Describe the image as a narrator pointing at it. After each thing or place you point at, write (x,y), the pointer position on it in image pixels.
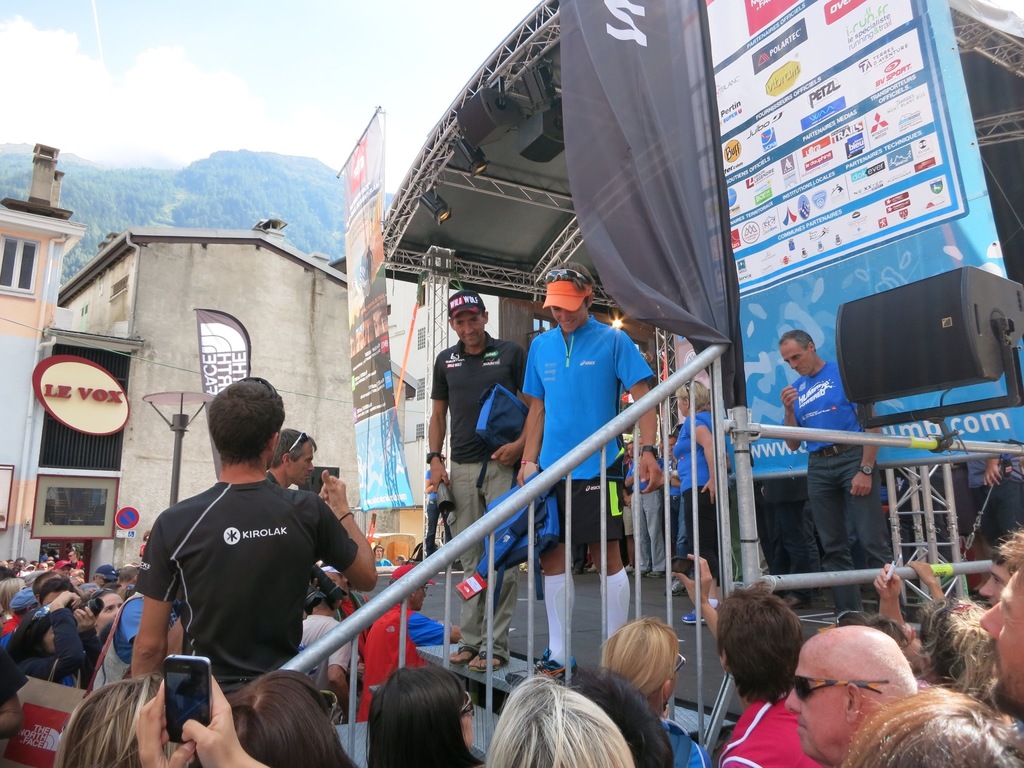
In this image we can see a few people (332,711), among them some people (612,565) are standing on the stage (651,609), there are lights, poles (354,617), buildings (3,356), mountains (211,159), speaker (524,148), board (109,405), and posters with some images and text (880,8), also we can see the sky (312,118) with clouds (210,77).
